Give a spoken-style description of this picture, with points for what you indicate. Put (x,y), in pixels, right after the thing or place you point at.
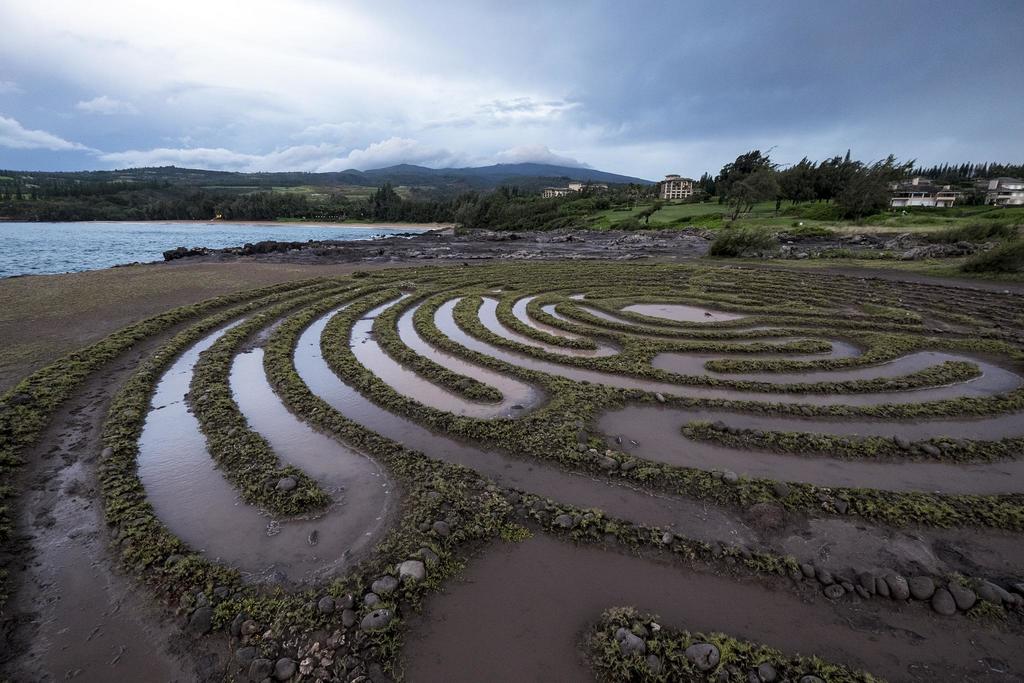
In this image, we can see trees (824,195), buildings (946,206) and there are hills (386,184). At the top (360,130), there are clouds (414,130) in the sky (541,154) and at the bottom (225,548), there is water (225,548) and we can see rocks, stones (524,255) and there is ground (522,270).
